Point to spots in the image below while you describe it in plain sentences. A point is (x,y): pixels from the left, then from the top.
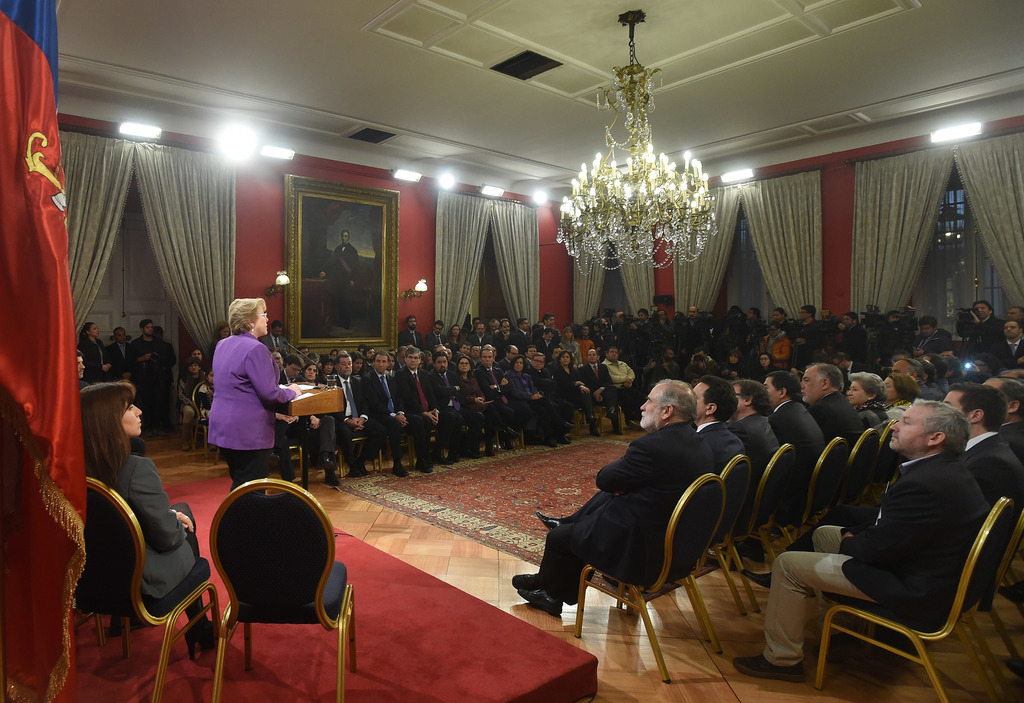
In this image I can see a group of people (531,365) are sitting on the chairs (778,475) and one person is standing in front of a mike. In the background (216,310) I can see a wall (567,294), photo frames (359,242), curtains (642,281), lights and a chandelier (633,147) is hanged on a rooftop (406,117). This image is taken may be in a hall (701,128).
